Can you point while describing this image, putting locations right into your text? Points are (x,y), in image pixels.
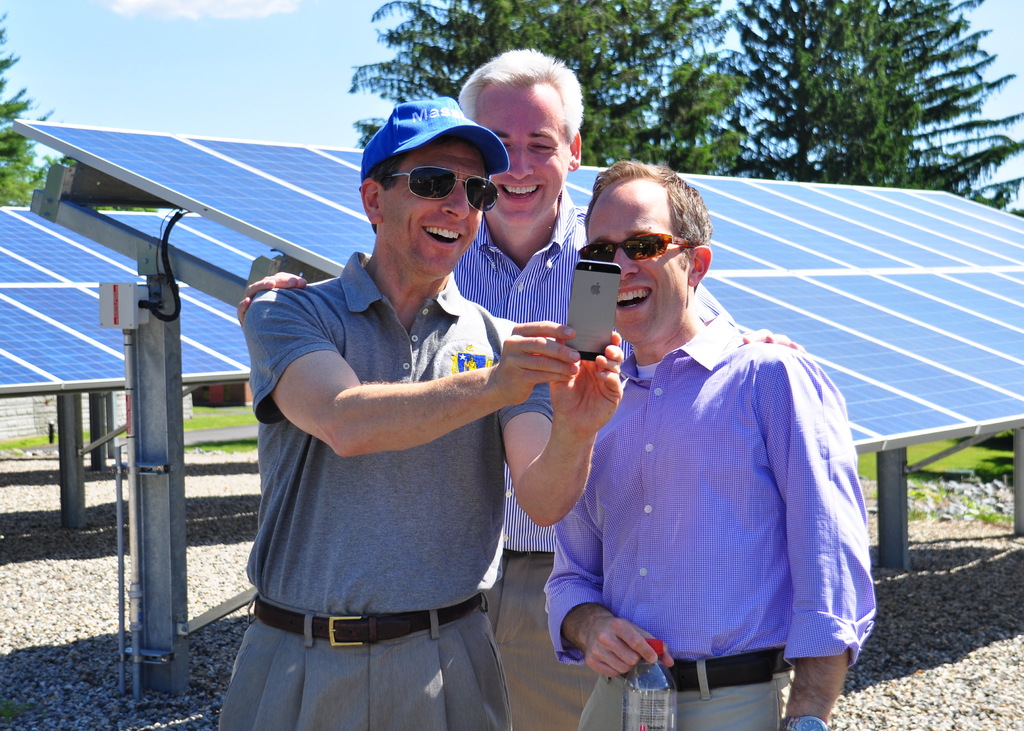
In the foreground of the picture (423,349) there are three men (453,469), they are smiling. Towards left (263,333) the person (416,365) is holding a mobile (579,308). In the center of the picture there are solar panels (765,254). In the background (598,37) there are trees (686,82). At the bottom of the picture (956,615) there are stones (90,566) and iron frames (894,489).
